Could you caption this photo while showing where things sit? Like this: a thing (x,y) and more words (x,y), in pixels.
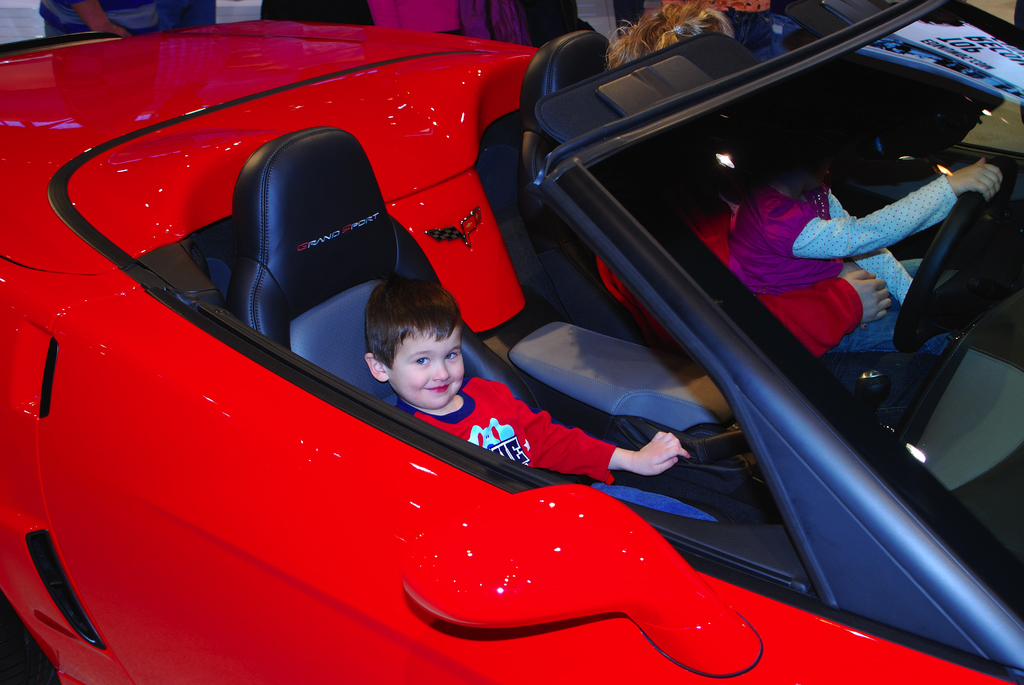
In this image in the center (355,269) there is one car (553,115) in the car (651,197) there is one person (869,295) and two children (432,369) sitting, and in the background (449,8) there are some persons (79,1) and some objects (909,49).
